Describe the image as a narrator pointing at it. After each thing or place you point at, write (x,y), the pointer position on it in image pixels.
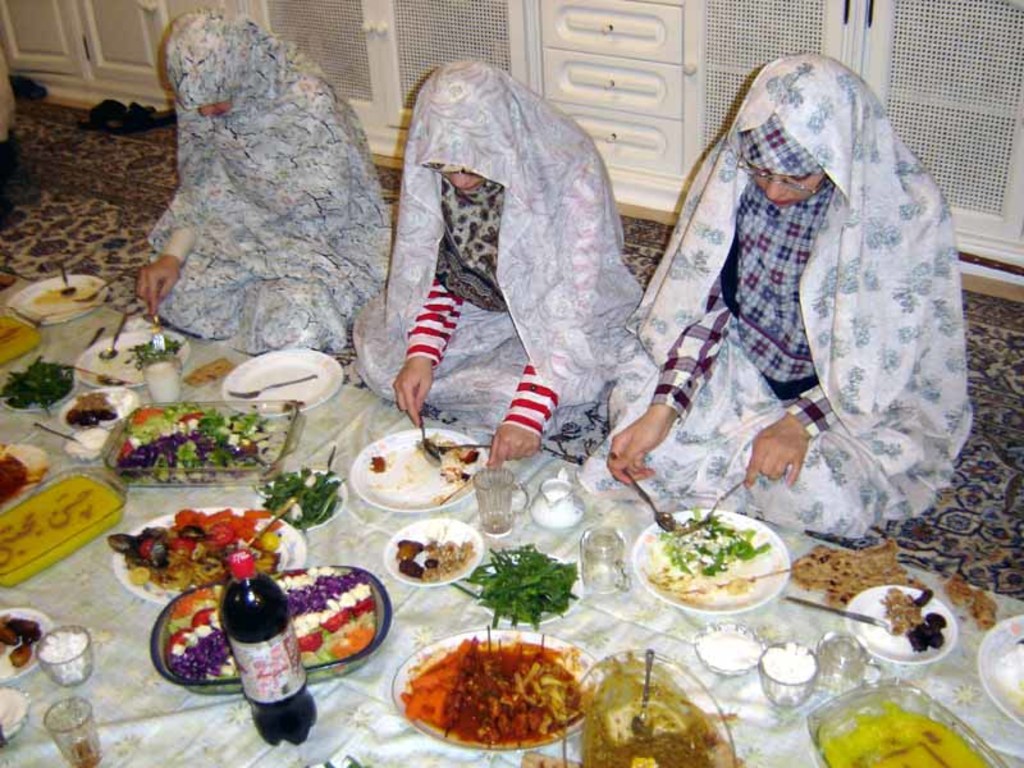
In the image I can see three people (730,350) who are wearing the cloth (702,245) on the head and sitting in front of the cloth (627,619) on which there are some jars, plates (407,471), bowls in which there are some food items (201,409).
